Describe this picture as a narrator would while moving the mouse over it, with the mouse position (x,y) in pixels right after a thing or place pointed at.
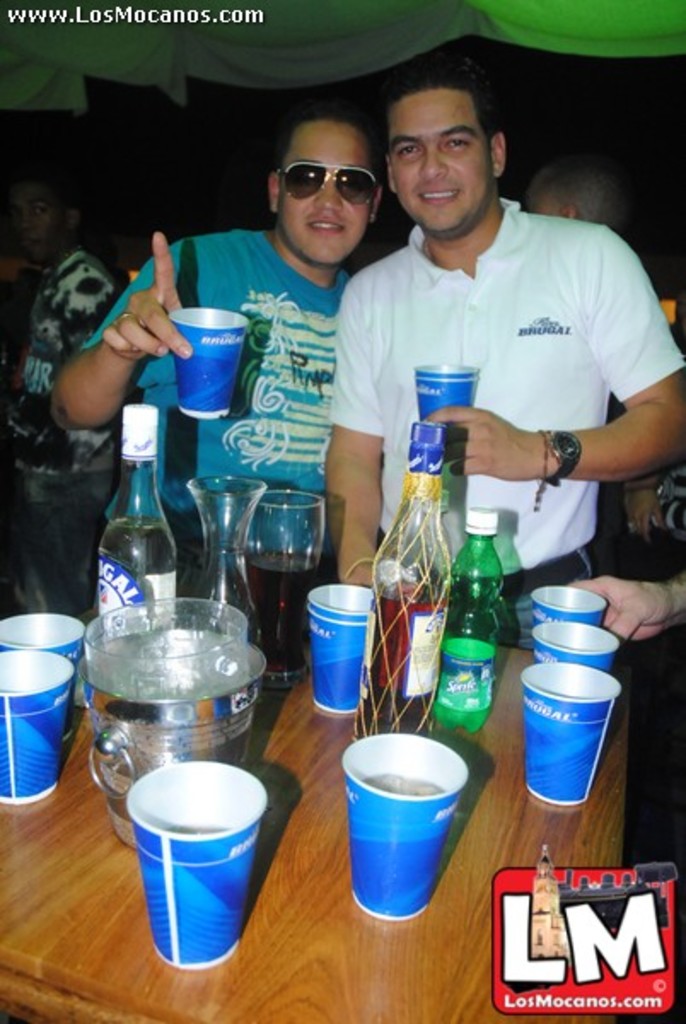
There are two men (389,399) standing and smiling. they are holding blue color glasses (443,386). This is a wooden table (367,940) with bottles (430,504), glass jar (232,601), bowl (128,725), glasses (372,819) placed on it. At background (42,520) I can see another person (35,310) standing. At the right corner of the image (667,610) I can see another person hand (670,618) holding a glass (599,603). This looks like a cloth (273,49) at the top (364,46).
